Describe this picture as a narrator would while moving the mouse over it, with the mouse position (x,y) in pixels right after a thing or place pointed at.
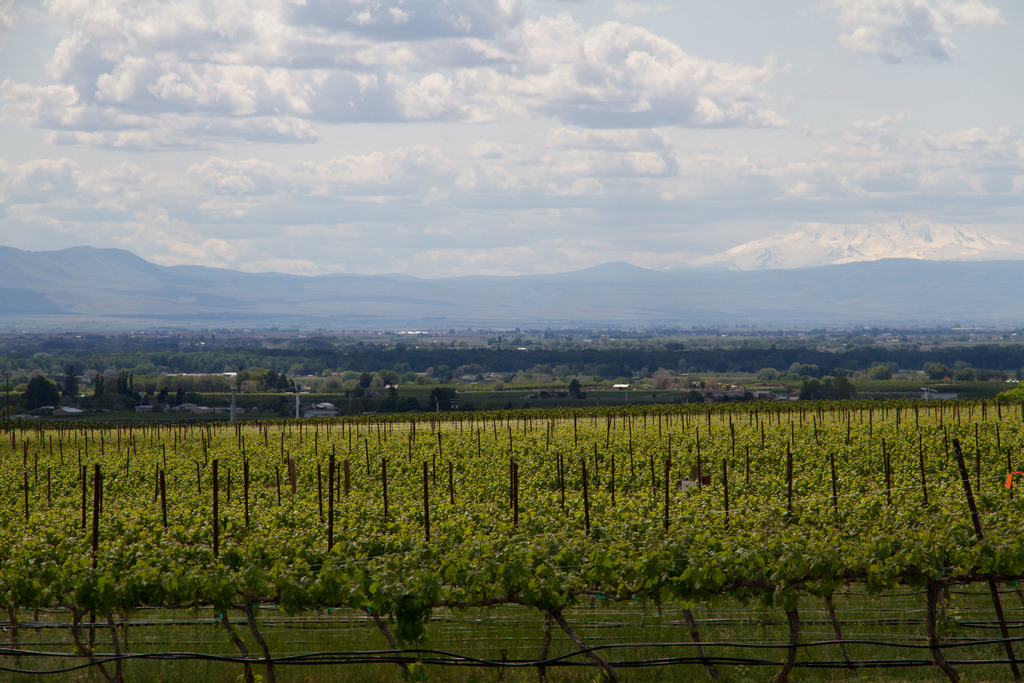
In this picture there are plants (521,454) and there is a fence (538,642) and there are poles (349,466) in the foreground (383,477). At the back (413,386) there are trees (36,398) and buildings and there are mountains (648,274). At the top (352,88) there is sky (714,11) and there are clouds (313,114).
